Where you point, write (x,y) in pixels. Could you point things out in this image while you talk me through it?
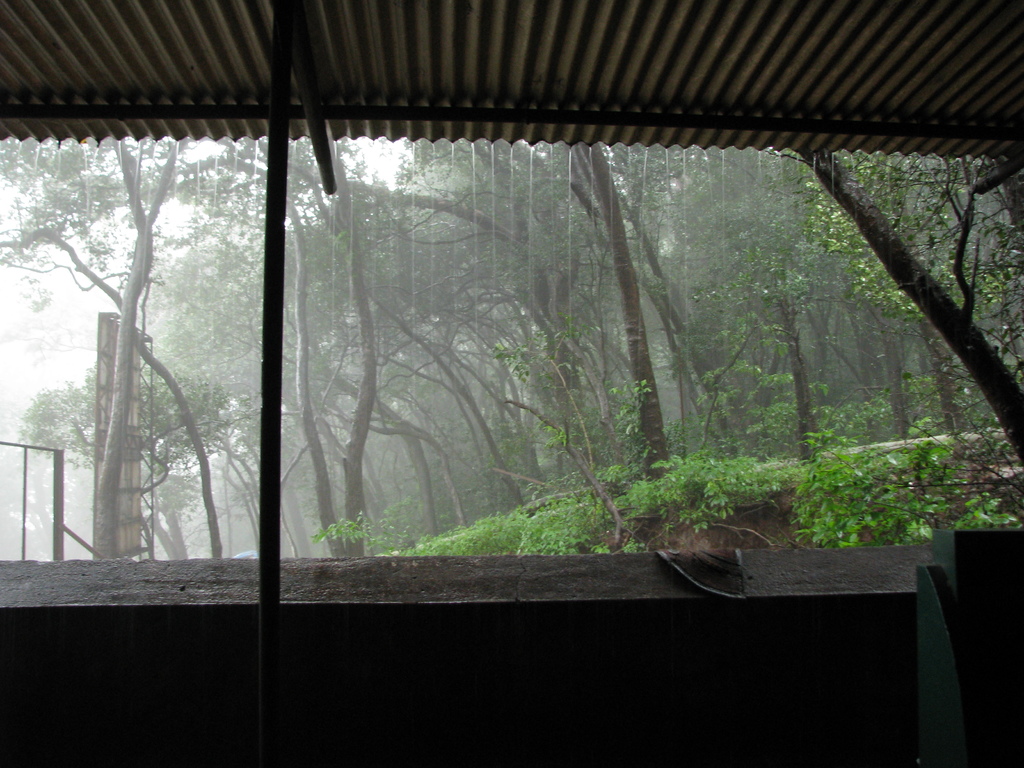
In this image there is a shed (381,587), few trees (166,441), plants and poles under the rain (526,417).
